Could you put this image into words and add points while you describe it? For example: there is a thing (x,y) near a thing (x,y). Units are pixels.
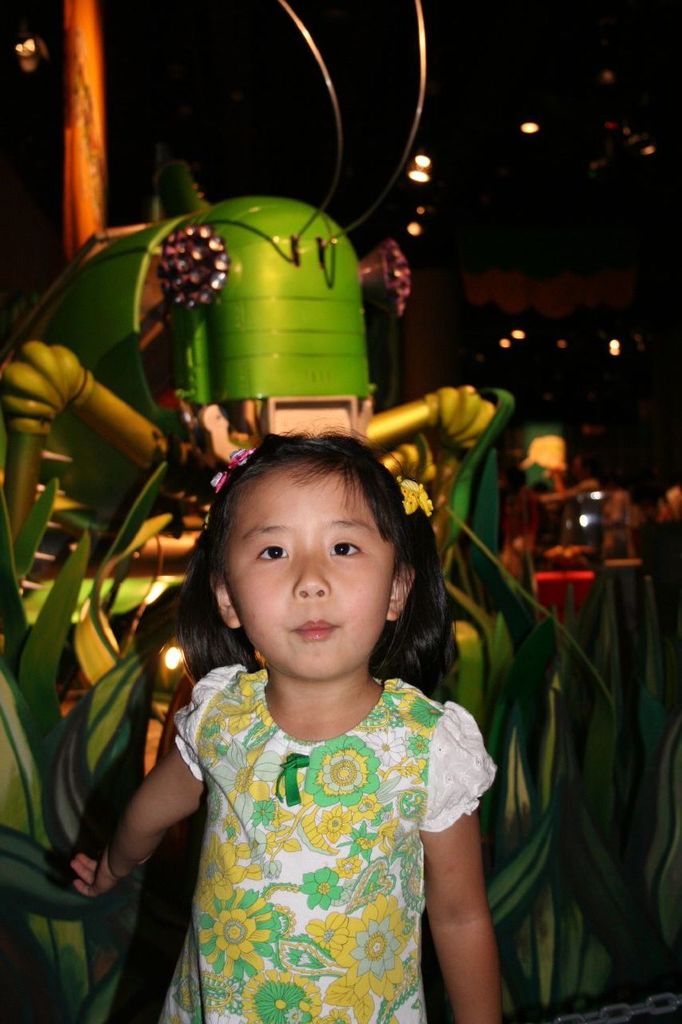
In this image I can see a small girl (287,728) standing and posing for the picture in the center of the image (240,485). I can see some spider like object (280,317) behind her and the background (611,223) is dark.
